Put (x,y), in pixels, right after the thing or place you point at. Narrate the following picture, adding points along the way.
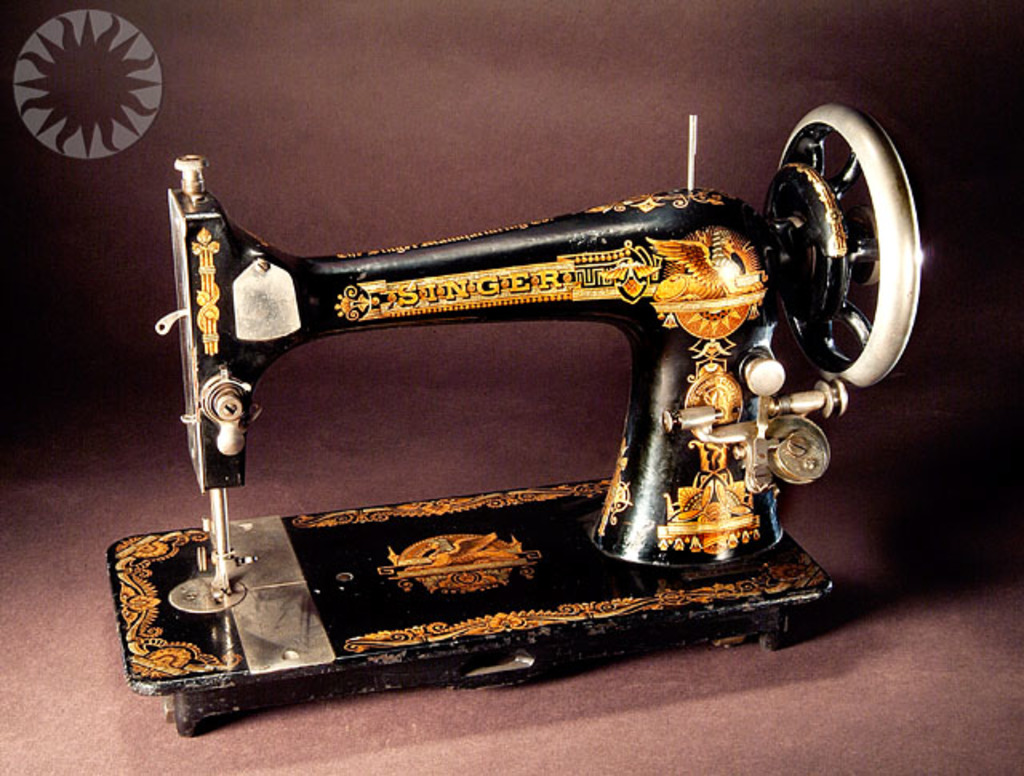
In this image I can see the sewing machine (632,438) in black and gold color and the background (624,397) is in brown color.
